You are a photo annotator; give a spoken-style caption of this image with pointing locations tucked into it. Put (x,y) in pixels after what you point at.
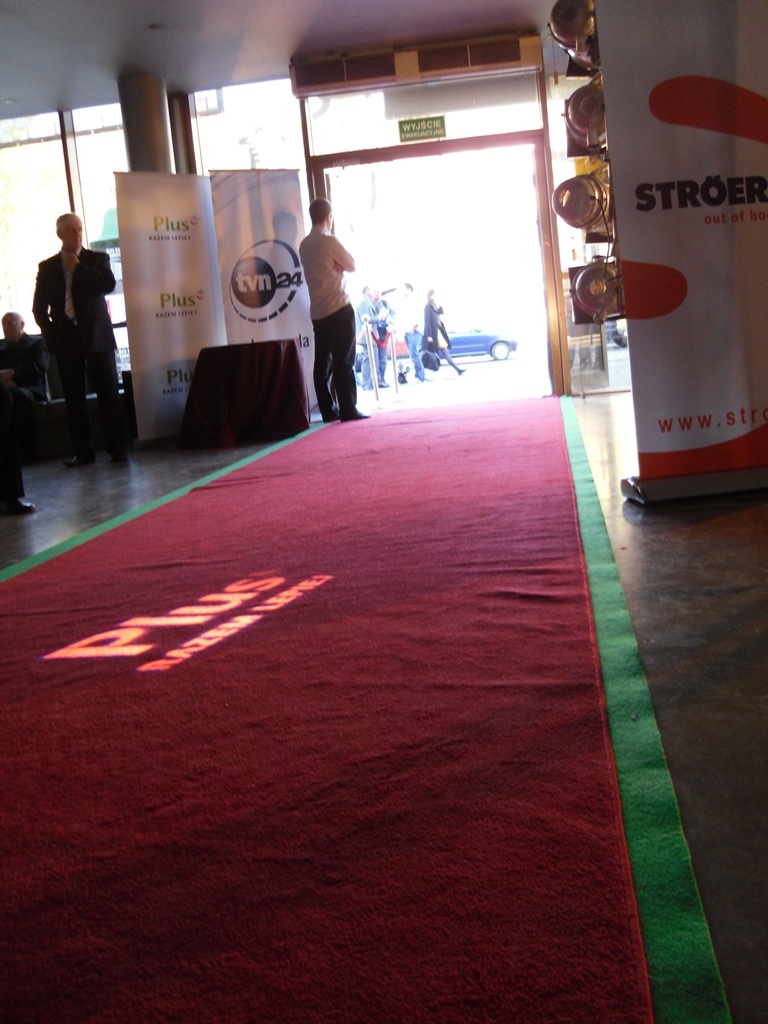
At the bottom (329,769) there is a mat (384,681) in red color. In the middle (436,398) there is an entrance (483,263), on the left side (99,289) a man (120,452) is standing, he wore coat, trouser (111,359).
